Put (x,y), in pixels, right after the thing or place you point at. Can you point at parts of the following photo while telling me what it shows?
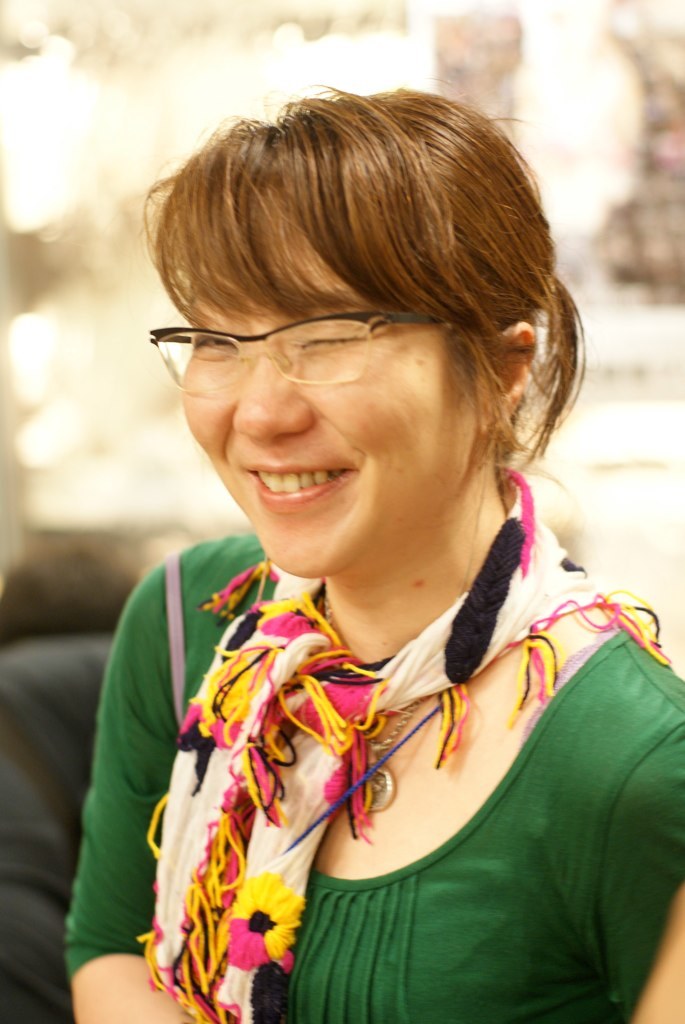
In front of the image there is a woman (329,427) with a smile on her face (279,552), behind the woman (287,632) there is some object (87,691).
